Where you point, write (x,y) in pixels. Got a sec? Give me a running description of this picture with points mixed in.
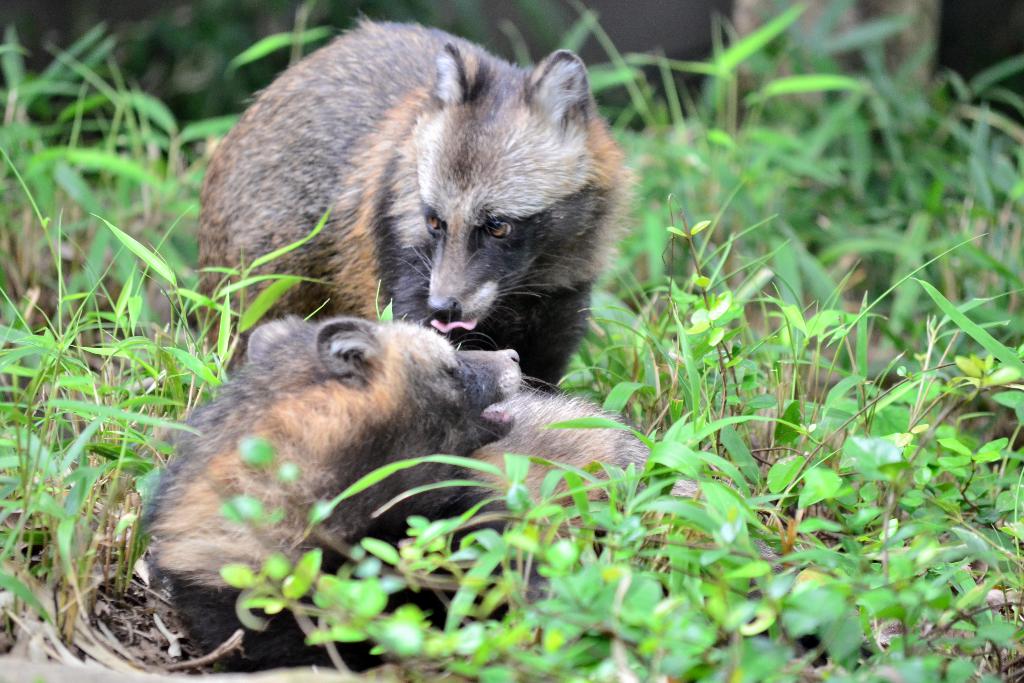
In this image I can see two raccoon dogs (453,201), they are in brown and black color. Background (882,249) I can see small plants (740,240) in green color.
